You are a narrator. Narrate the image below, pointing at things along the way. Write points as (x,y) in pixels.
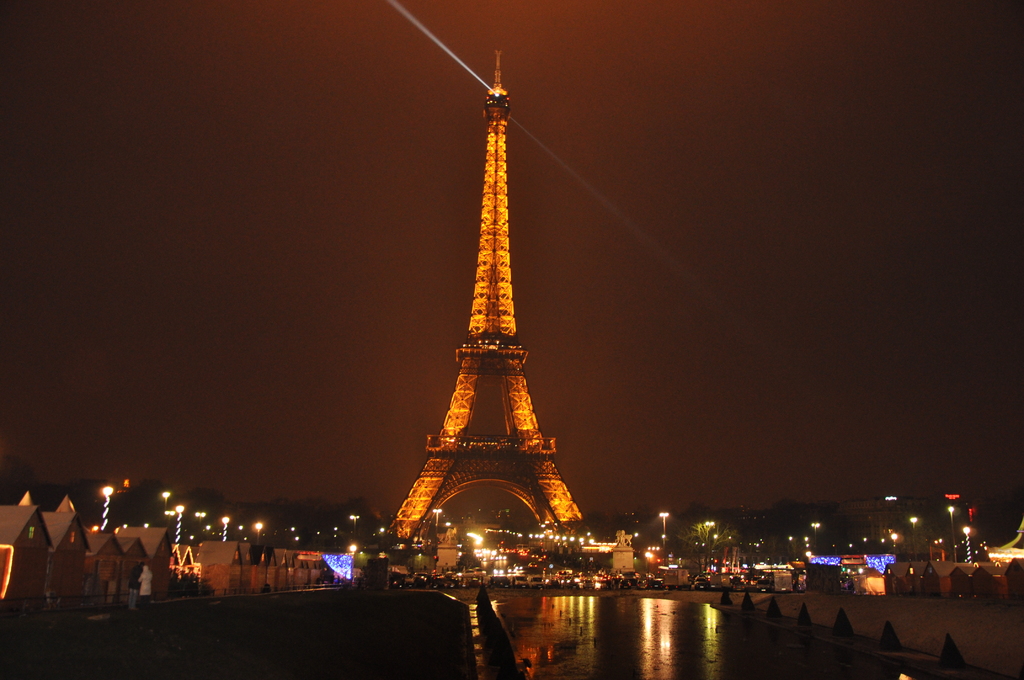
In this image we can see an Eiffel tower (488,361), there are some houses (130,546), poles (165,515), lights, trees (615,522), water (598,614) and the boards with text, in the background (625,488) we can see the sky (627,504).
